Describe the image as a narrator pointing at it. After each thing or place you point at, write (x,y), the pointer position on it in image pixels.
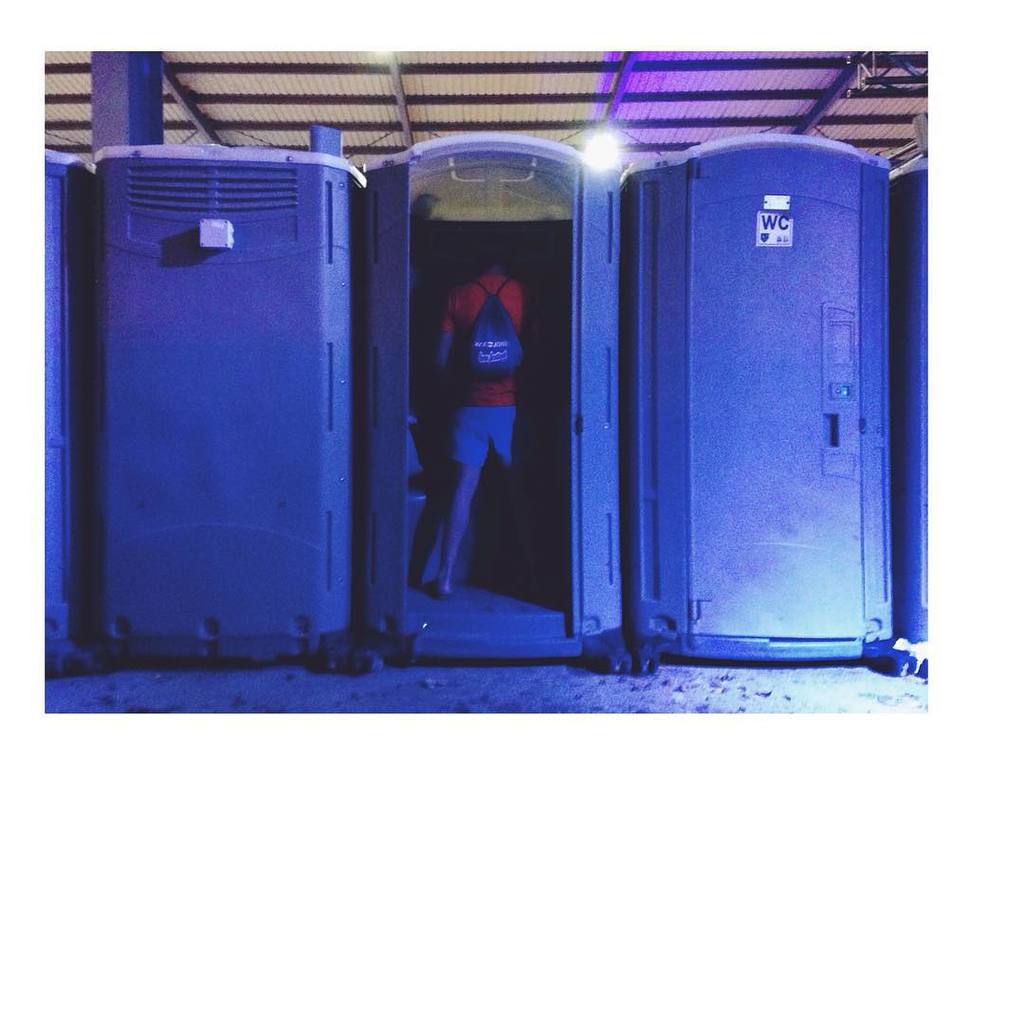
In this picture, there are three public toilets (575,412). In the center (511,509), there is a man (502,402) wearing a red t shirt (464,310) and carrying a bag (513,365). On the top (380,67), there is a shed (617,81) with rods (200,97).
